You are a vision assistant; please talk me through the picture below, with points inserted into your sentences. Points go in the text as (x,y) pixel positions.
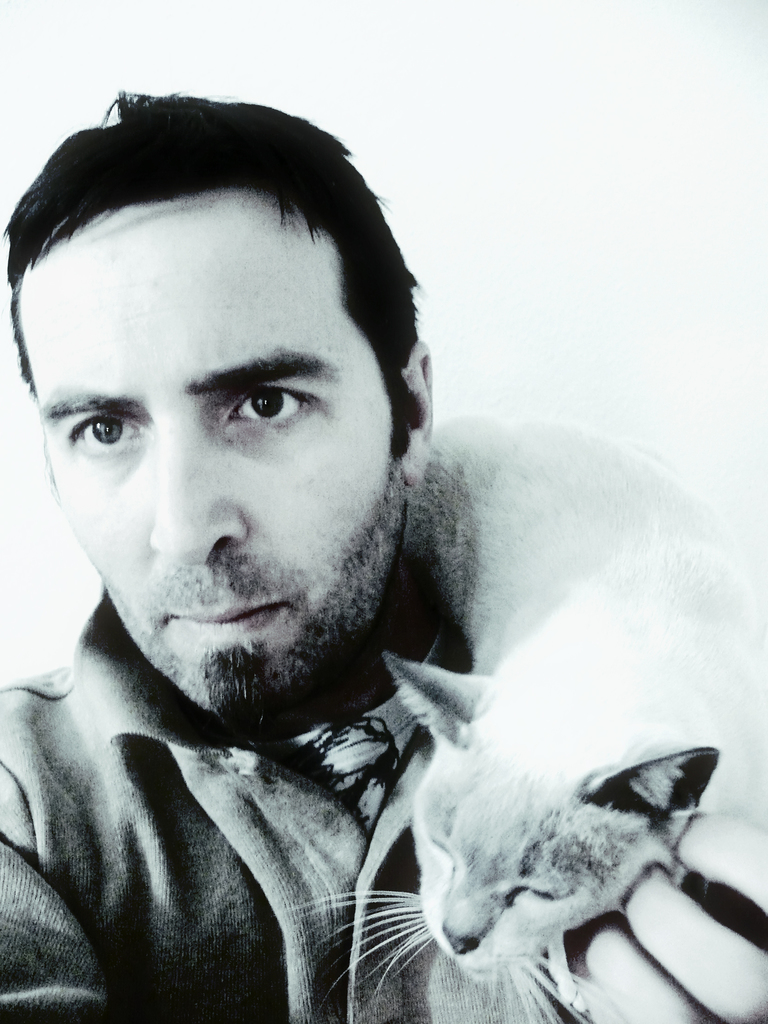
In this image a man (54,732) wearing a coat (187,830) is holding a cat (534,573) on his shoulder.
